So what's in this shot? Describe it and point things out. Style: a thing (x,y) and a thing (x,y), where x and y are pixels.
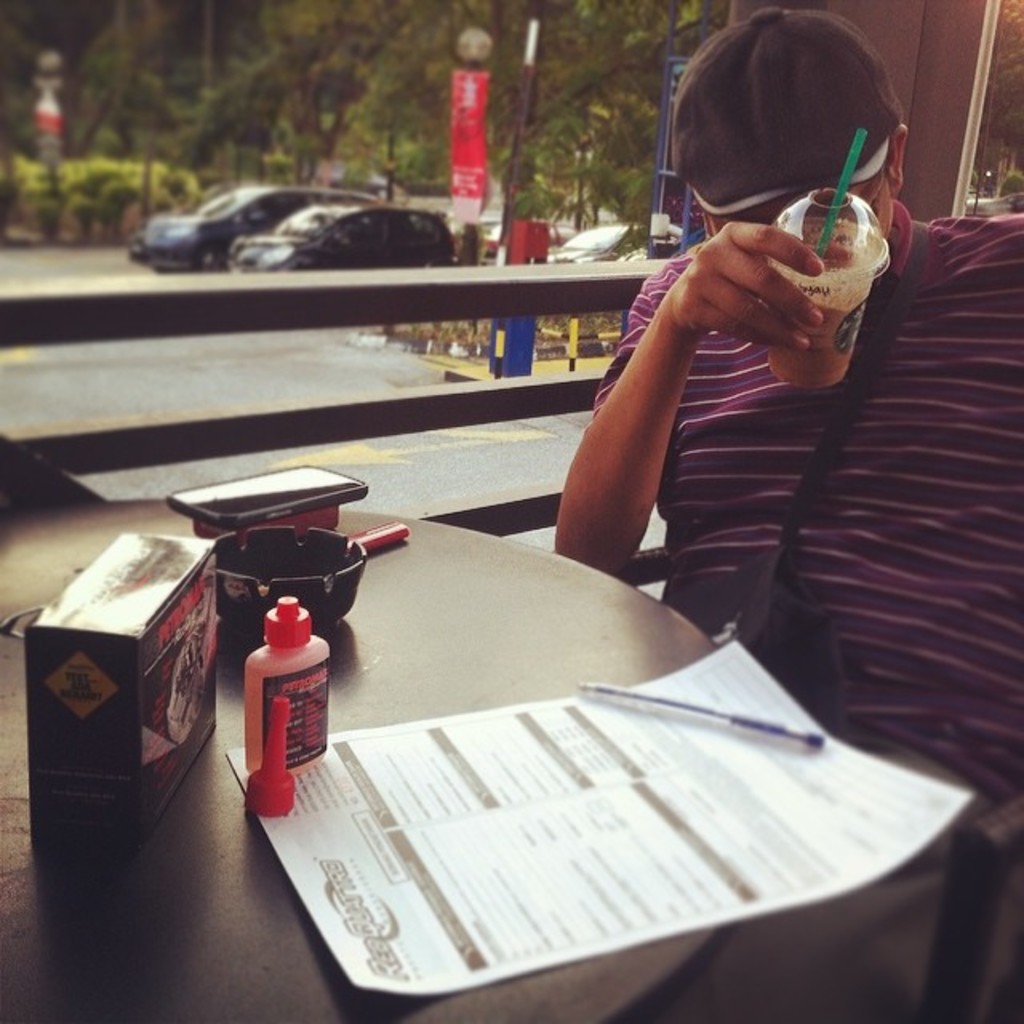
In this picture there is a man (808,38) sitting here and holding disposable glass (840,316) in his right hand (723,316) and there's a table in front of him there is a paper (639,728), pen (698,711) on it there are some objects (194,639) placed on a table (20,818) and also there is a Smartphone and in the backdrop there are vehicles (323,243) parked there are plants (141,171) and trees (302,129) in the backdrop (260,136).
